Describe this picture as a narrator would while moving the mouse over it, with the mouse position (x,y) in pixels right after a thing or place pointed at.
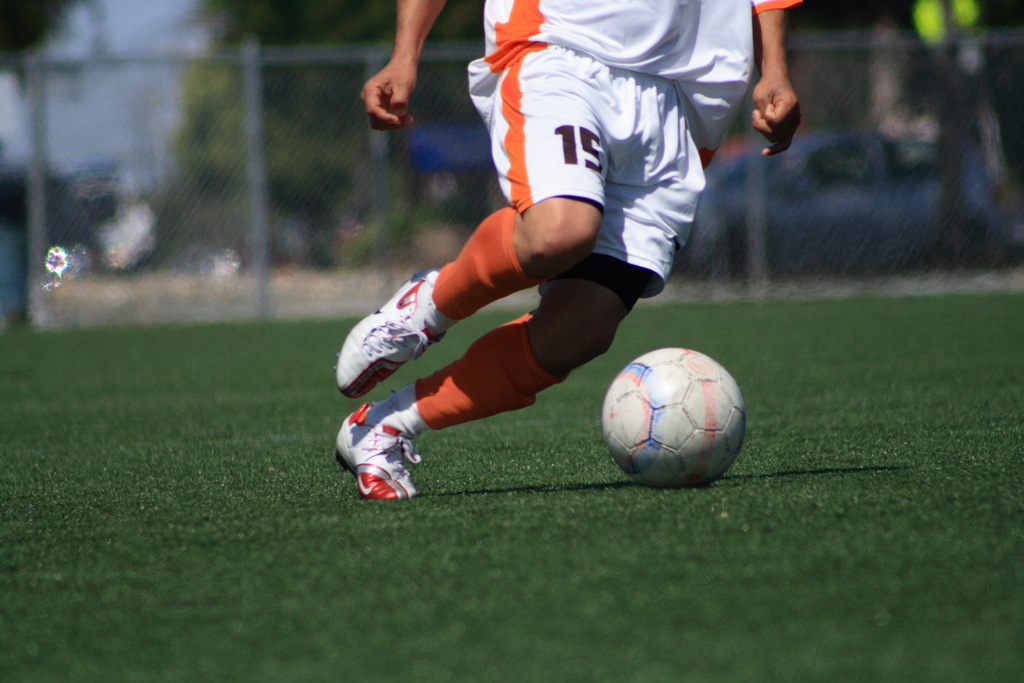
This is a person (504,338) running. This looks like a football (712,421). I can see a person (657,46) wear a T-shirt (657,53), short (625,102), socks (477,306) and shoes (382,355). I think this is the ground (917,417). In the background (209,214), that looks like a fence (439,174).
